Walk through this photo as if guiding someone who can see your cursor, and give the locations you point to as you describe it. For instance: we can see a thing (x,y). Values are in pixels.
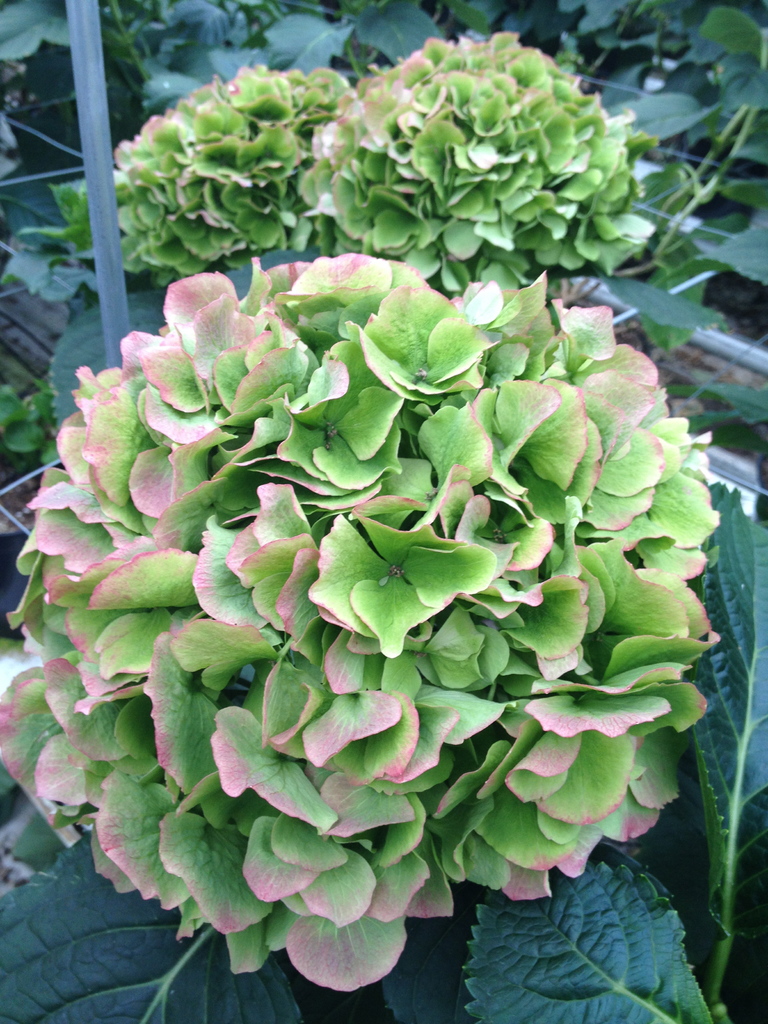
In this image in front (102,623) there are plants (377,26) and flowers (283,449). There is a fence (100,202).
